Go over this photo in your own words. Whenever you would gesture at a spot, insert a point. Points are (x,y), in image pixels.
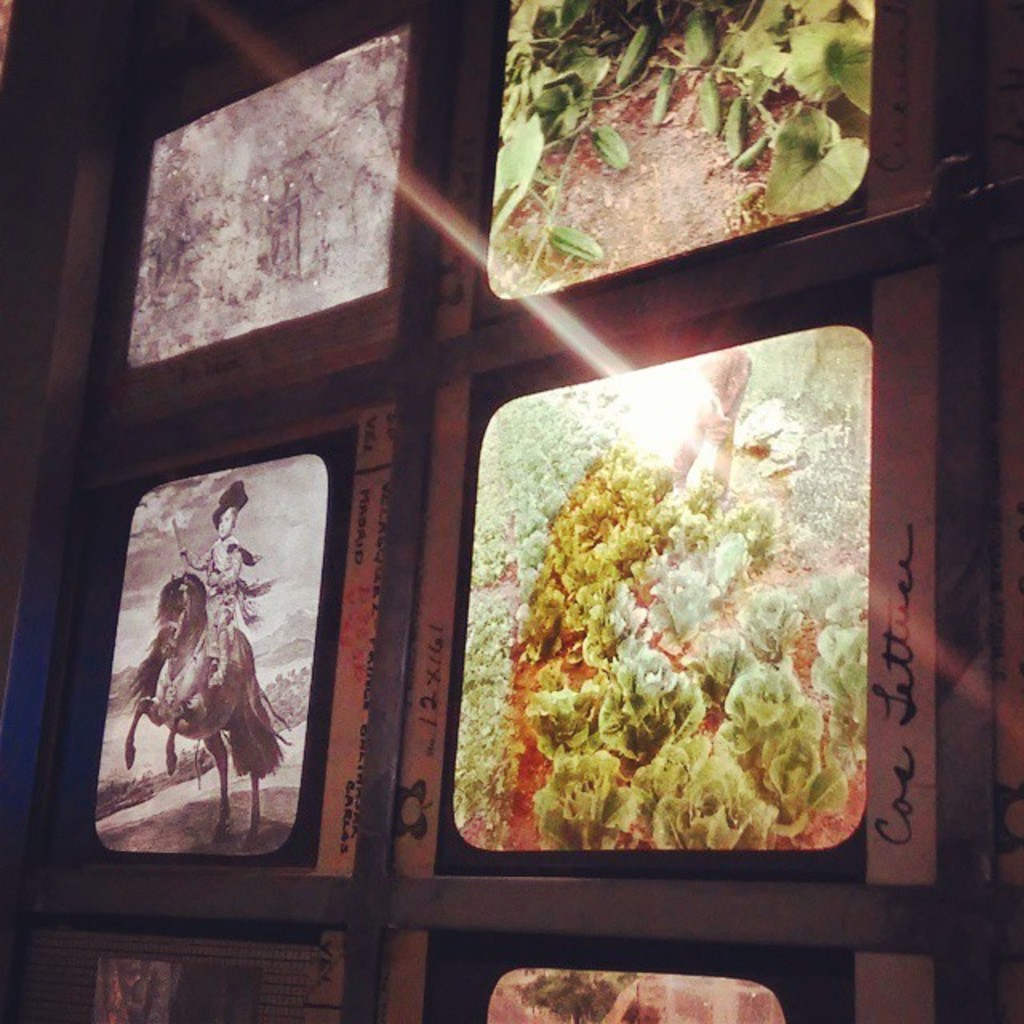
In the image on the wall (809,912) there are different kinds of photographs (660,739). And also there is some text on it.
